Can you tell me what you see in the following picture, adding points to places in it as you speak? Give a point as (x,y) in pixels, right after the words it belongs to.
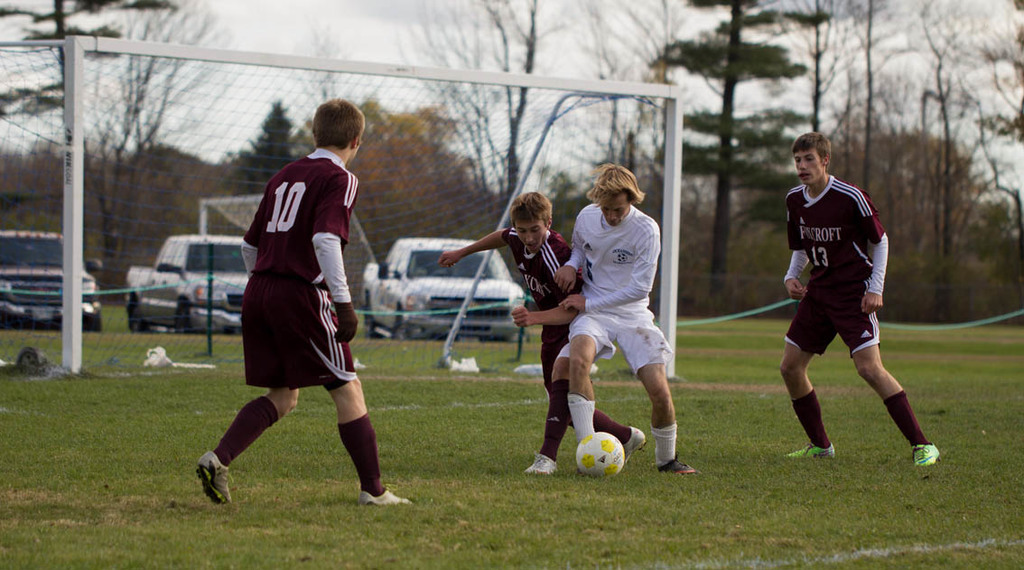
In the middle (346,368) 4 people (553,467) are playing the football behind them there is a car (446,296) and trees (450,164).
